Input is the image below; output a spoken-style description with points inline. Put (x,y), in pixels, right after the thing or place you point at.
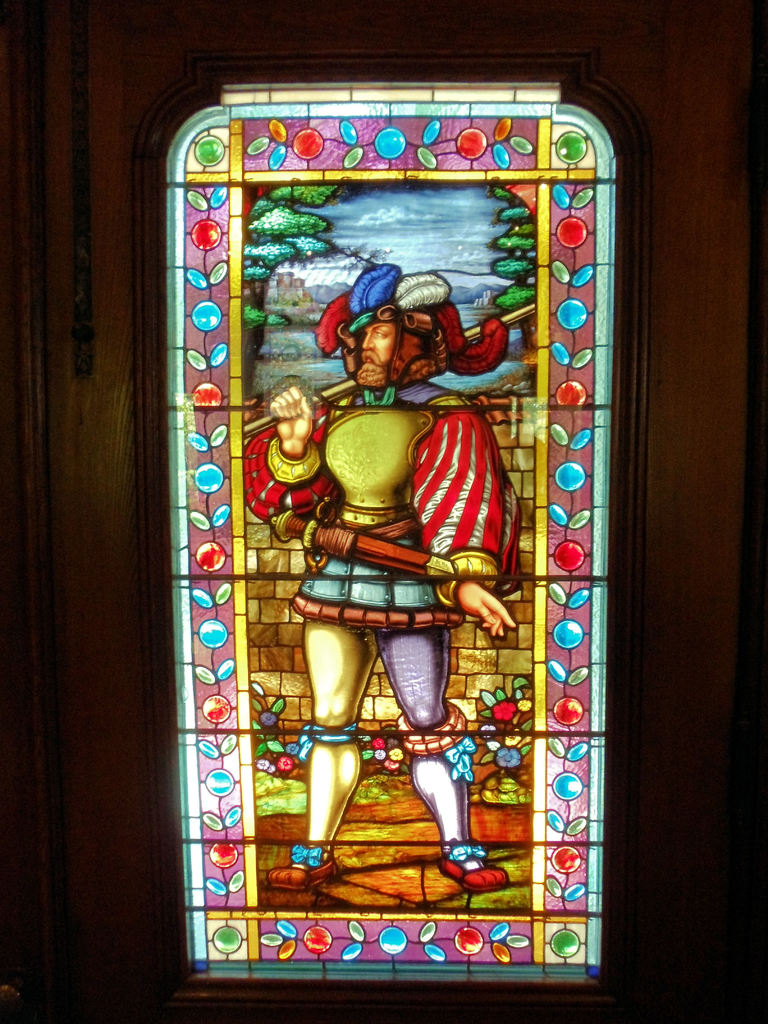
In the image in the center (384,621) there is a wall (573,72) and glass (517,571). On the glass (317,738), we can see one person (367,680) standing and holding some object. And we can see some design (250,189) on the glass (481,220).
